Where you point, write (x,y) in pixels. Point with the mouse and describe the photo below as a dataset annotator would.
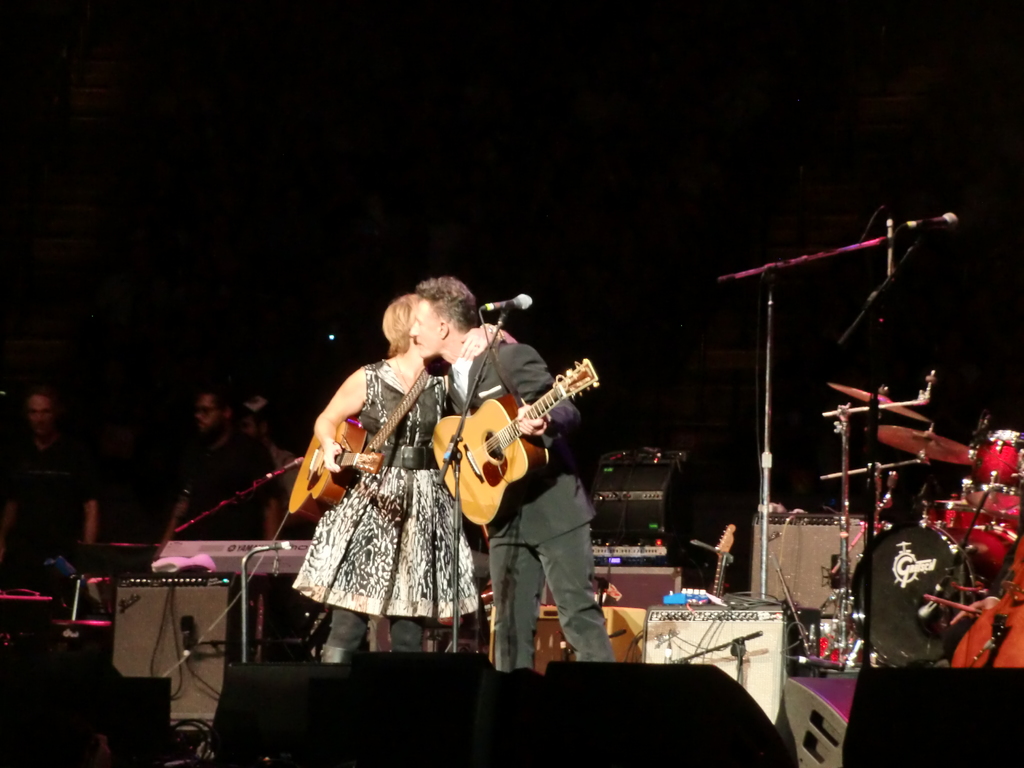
in this image i can see there are two persons (427,443) standing middle of the image (402,468). on the right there is a person (542,532) wearing a black color jacket (515,499) holding a guitar (507,491) they both are hugging to each other. And a woman (378,490) stand beside him wearing a black color gown (367,518) she holding a guitar (331,475). back side of her there are the persons (189,459) standing. and there are some musical instruments (863,397) kept right side of the image (876,468).
